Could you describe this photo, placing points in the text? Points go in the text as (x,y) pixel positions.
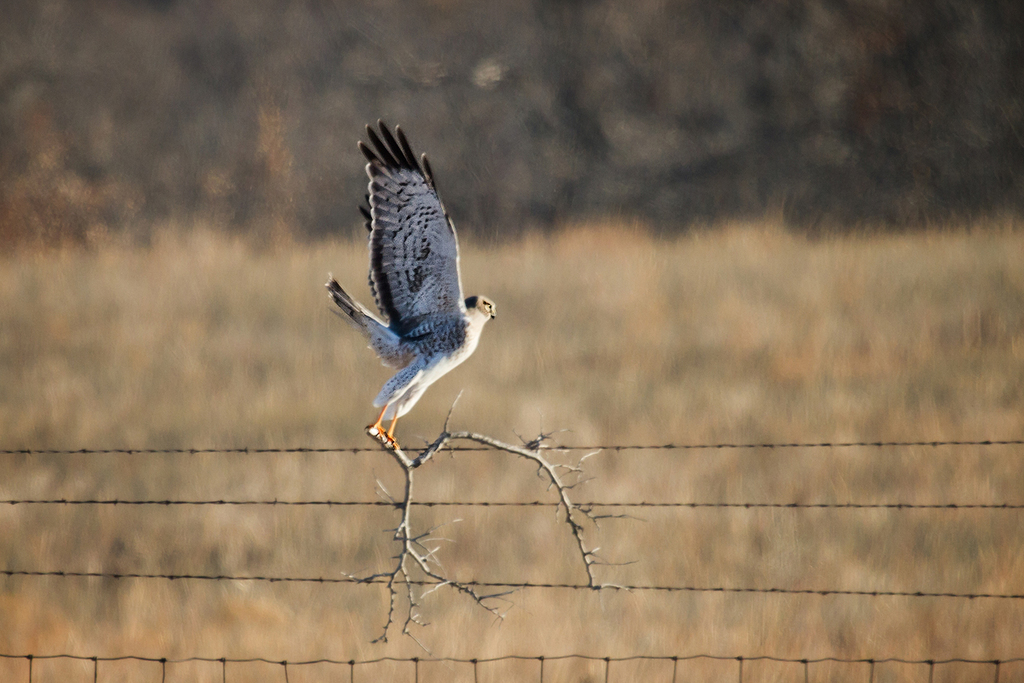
This picture is clicked outside the city. In the center (449,326) there is a bird (408,238) holding a stem (405,467) and flying in the air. In the background (782,447) we can see the cables (823,444) and some other objects (619,199).
